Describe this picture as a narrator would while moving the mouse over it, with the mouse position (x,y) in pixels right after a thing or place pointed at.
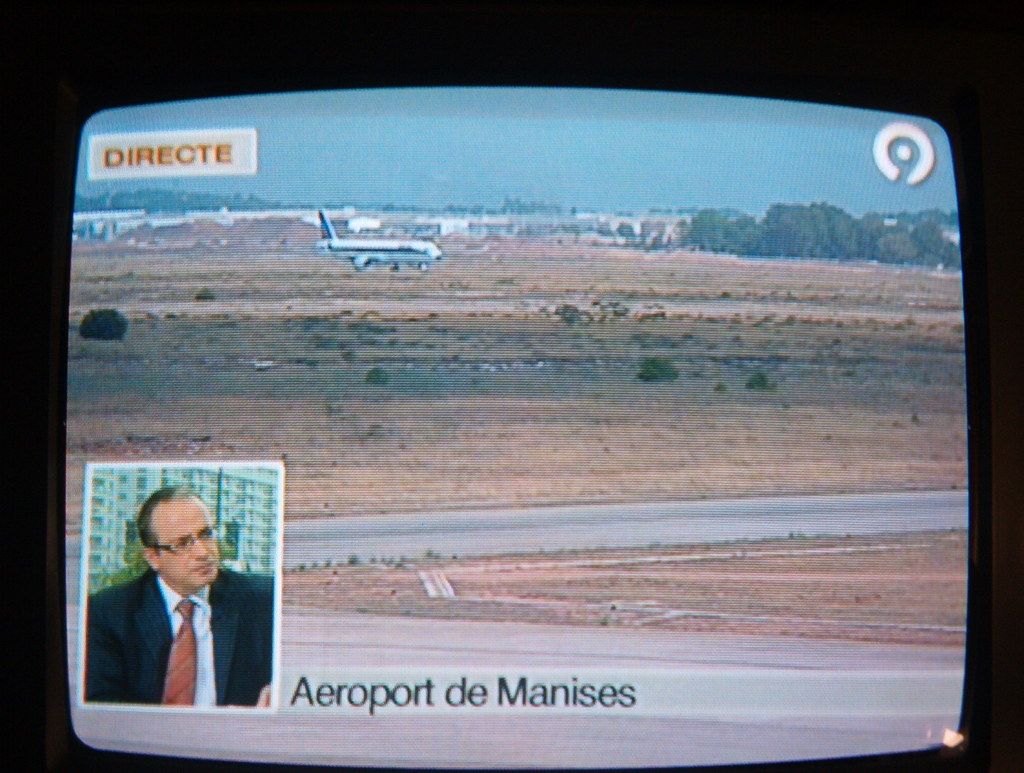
In this image in the center (547,271) there is one television (152,345) and in the television (569,593) there is one person (220,611) and walkway (740,530), sand (727,547) in the background (521,222) there is one airplane (355,259), houses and trees (839,219). At the top (231,151) and bottom of the image (385,678) there is some text (604,681).
